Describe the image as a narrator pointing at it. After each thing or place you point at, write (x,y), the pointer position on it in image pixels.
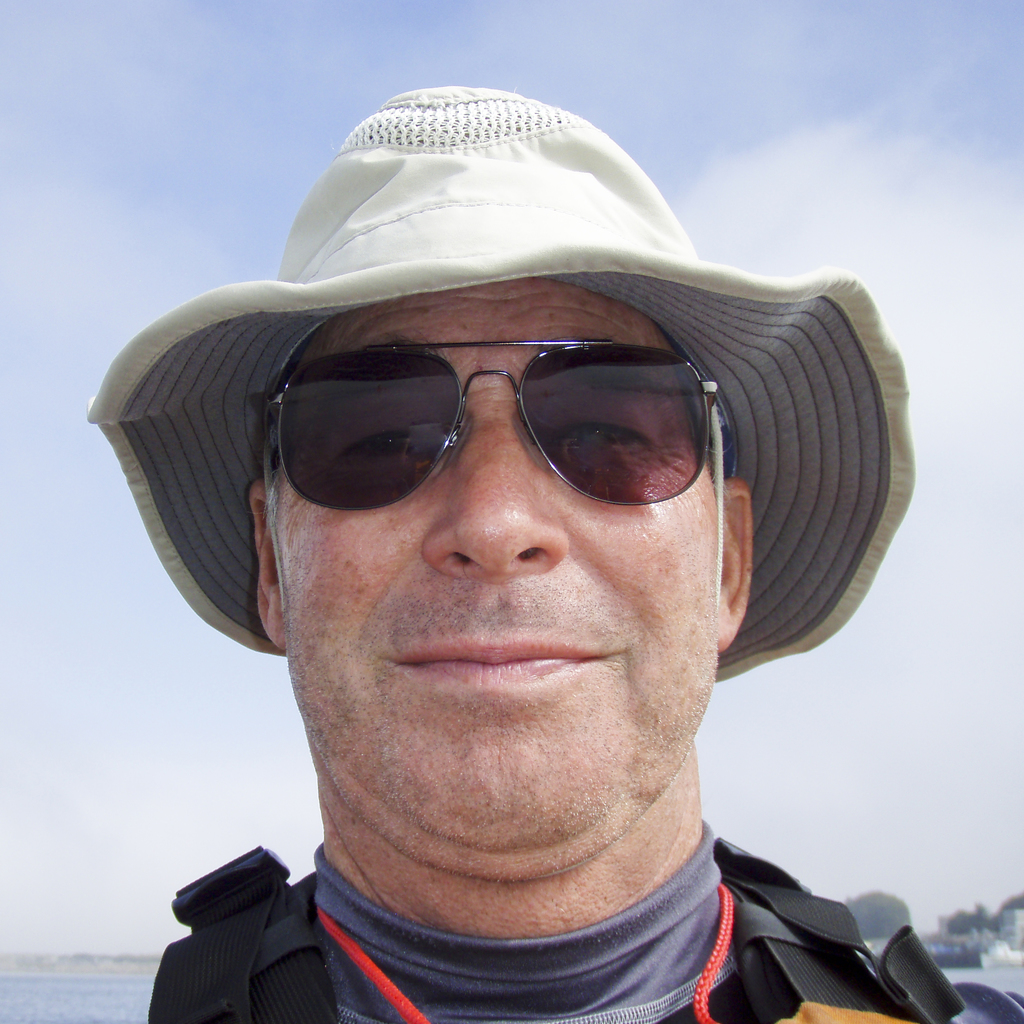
There is a person (597,578) in a gray color t-shirt (584,944) wearing a cap (579,140) and sunglasses (543,440) and smiling. In the background (81,989), there is water (33,993), there are trees (992,926) and there are clouds (924,427) in the blue sky (174,67).
